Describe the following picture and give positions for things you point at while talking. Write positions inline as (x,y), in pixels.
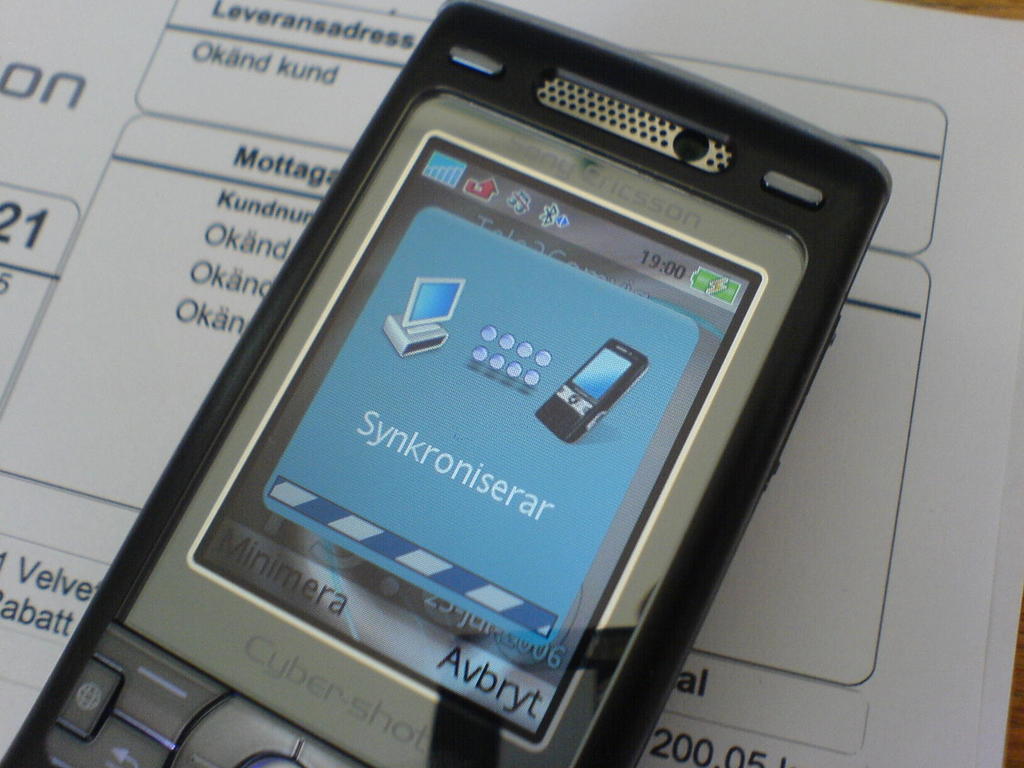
In this image there is a table (997,8) with a few papers (890,212) and text (21,616) on it and in the middle of the image (412,456) there is a mobile phone (517,274) on the papers (764,611).
